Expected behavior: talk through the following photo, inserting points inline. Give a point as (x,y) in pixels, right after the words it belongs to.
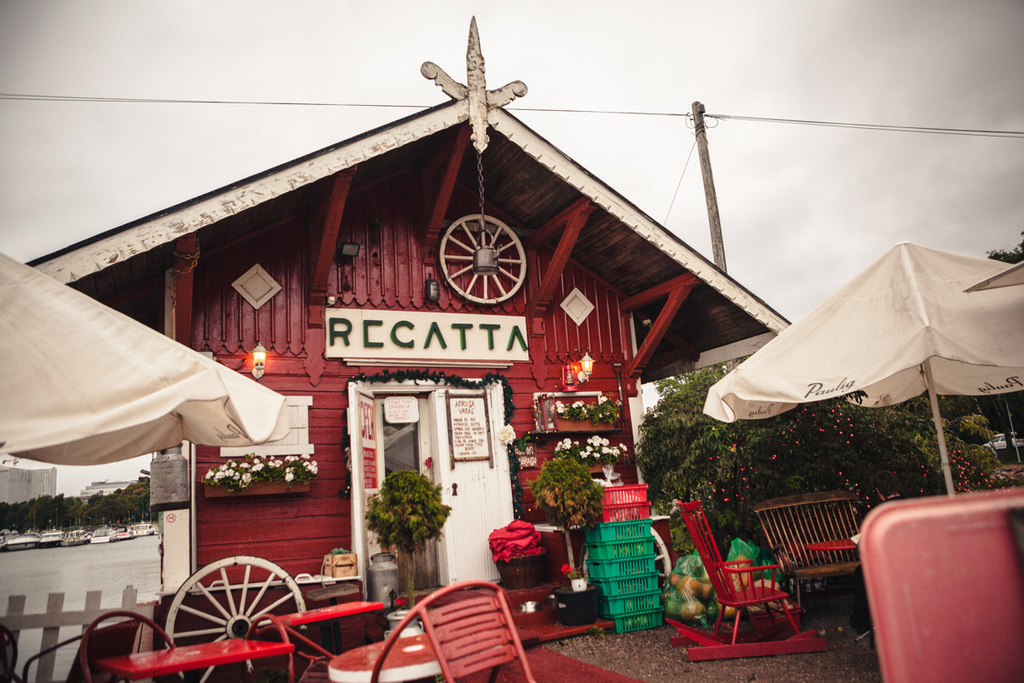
In this image, in the middle (518,429) there are plants (540,478), house (484,403), doors (382,484), flowers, tables (429,643), chairs (481,641), tents (236,398), lights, wheel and many objects (495,251). In the background (118,535) there are boats (103,533), water (76,553), trees (116,501), cables (155,102), sky (251,61), clouds (750,106).
